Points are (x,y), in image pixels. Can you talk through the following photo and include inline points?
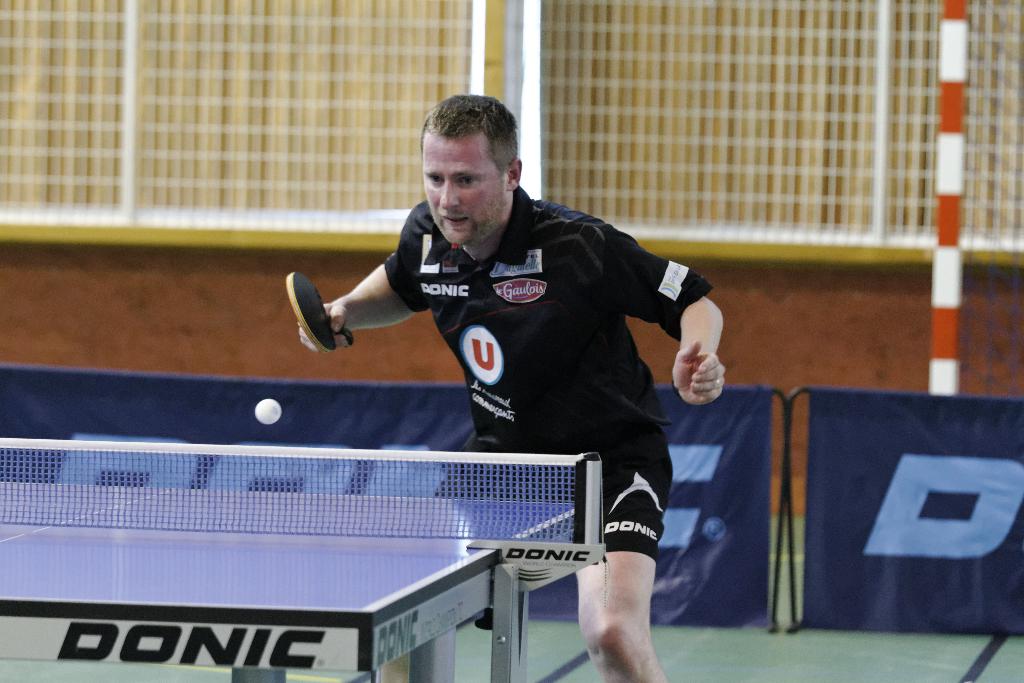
Here we can see a man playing a table tennis by holding a bat (297,283) in his hand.
